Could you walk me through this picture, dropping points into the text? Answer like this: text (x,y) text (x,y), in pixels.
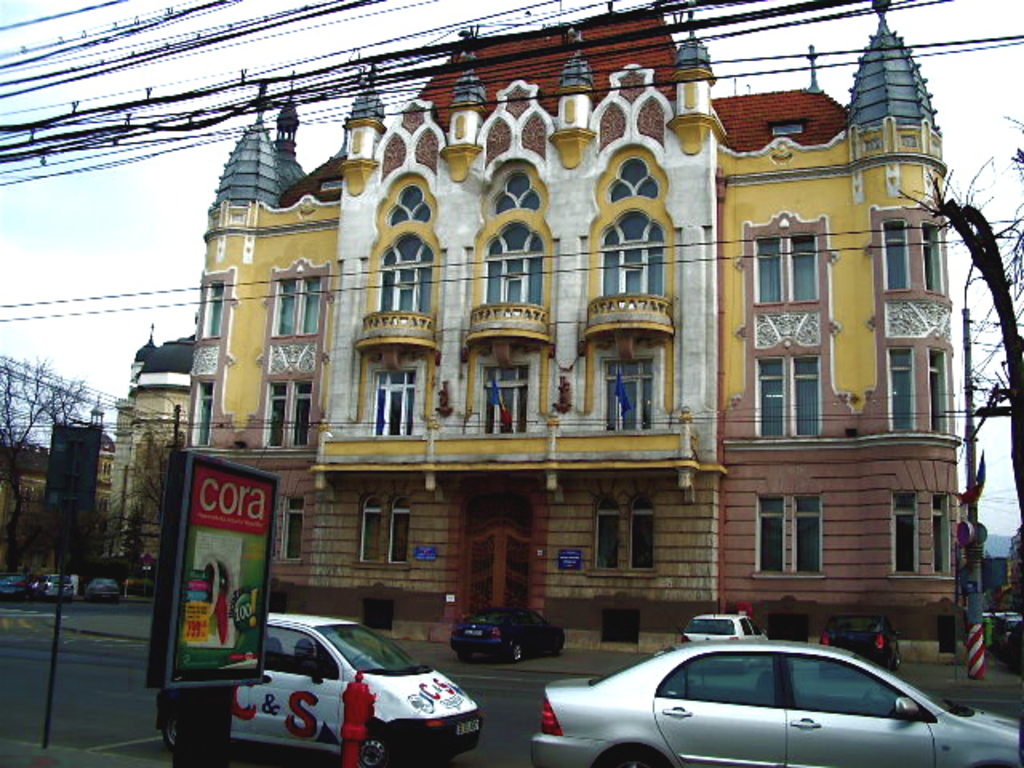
In this image, we can see vehicles (455,748) and a fire hydrant (347,718) on the road (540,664) and in the background (405,351), there are buildings (795,465), poles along with wires (129,311) and name boards (219,556). At the top (364,27), there is sky (388,34).
